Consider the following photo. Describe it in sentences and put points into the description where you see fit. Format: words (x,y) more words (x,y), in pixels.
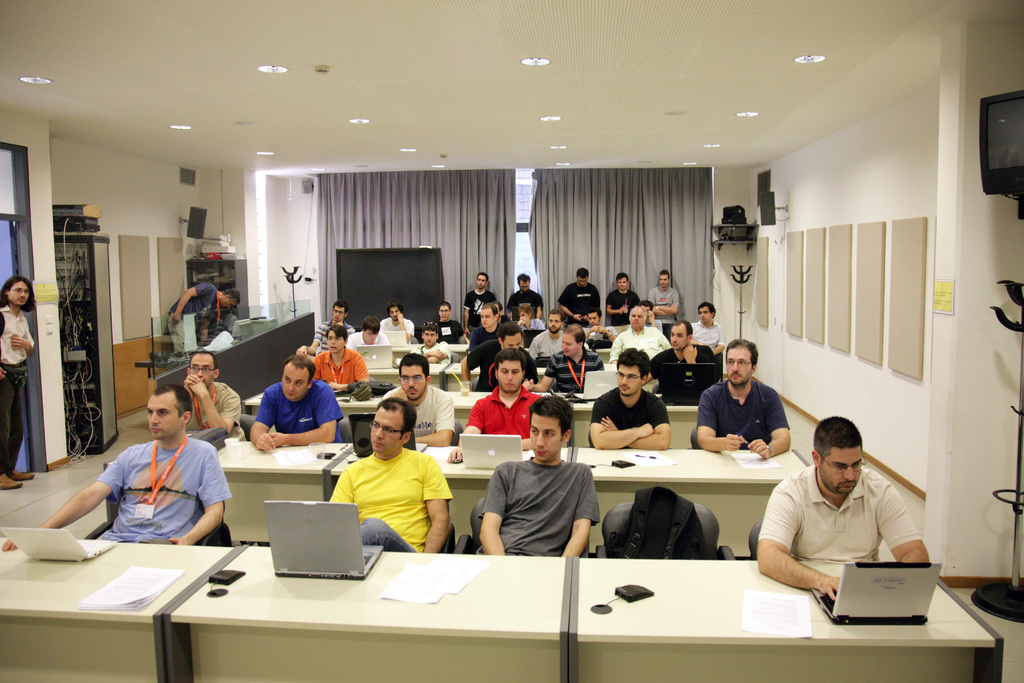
In this image we can see many people (523,438) sitting. Few people (18,341) are standing. Some are wearing tags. And there are tables (499,599). On the table (544,596) there are laptops (369,360), papers (149,578) and few other items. In the back (431,198) there are curtains (480,192). On the ceiling (406,82) there are lights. On the left side (97,286) there is an electronic machine (71,294) with wires (74,305). Also there are few other items (203,248). On the wall (782,315) there are boards (865,342) and speakers (767,197). In the back (381,253) there is a screen (355,267) and cupboard (202,263) with some items (226,247). On the right side (993,162) there is a device (1001,178) on a stand (1005,584).
